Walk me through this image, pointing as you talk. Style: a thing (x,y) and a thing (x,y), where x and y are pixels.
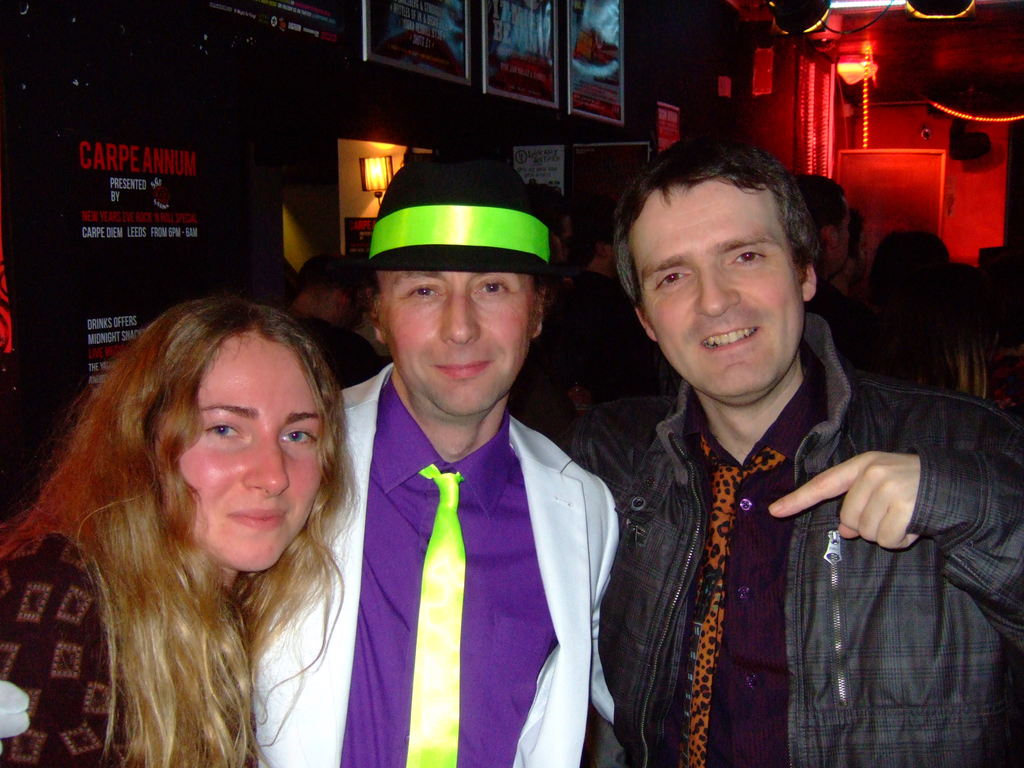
In this image we can see a group of people (459,450). Behind the persons (687,200) we can see a wall (244,99), banner (182,160) and a lamp (375,180). In the top right (905,124), we can see a wall (847,120) with a red light (935,102). At the top (524,88) we can see few frames (520,17) on the wall (383,73).
